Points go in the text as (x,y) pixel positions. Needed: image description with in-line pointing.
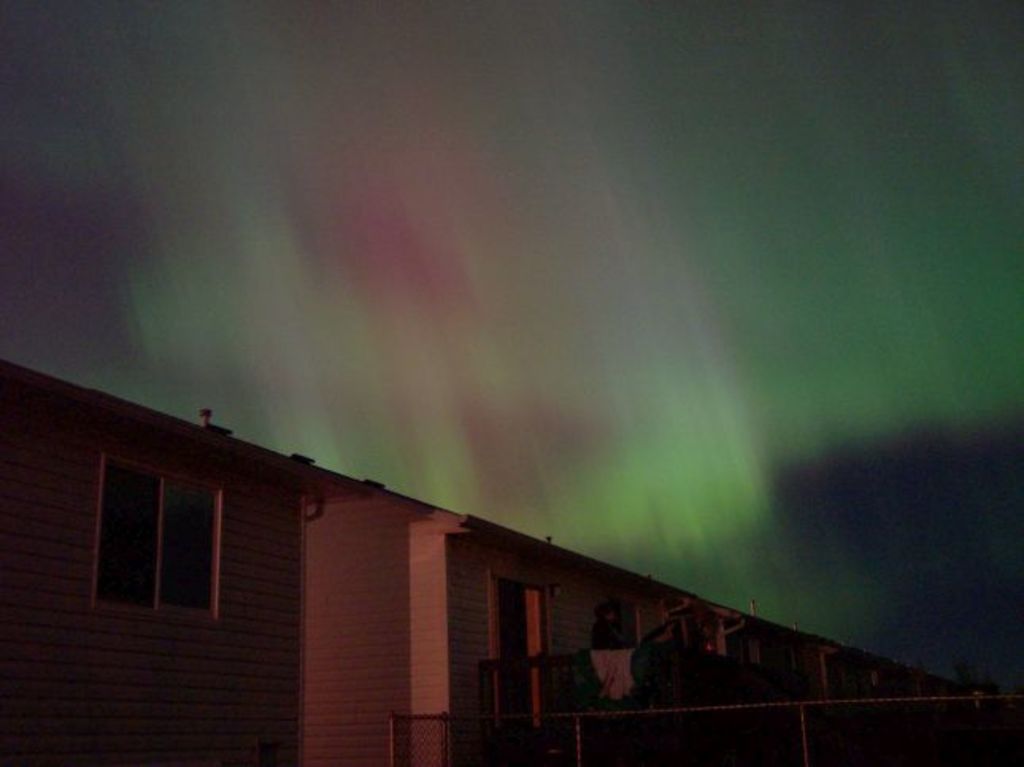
As we can see in the image there are buildings (69,667), fence (766,756) and sky (590,280).
